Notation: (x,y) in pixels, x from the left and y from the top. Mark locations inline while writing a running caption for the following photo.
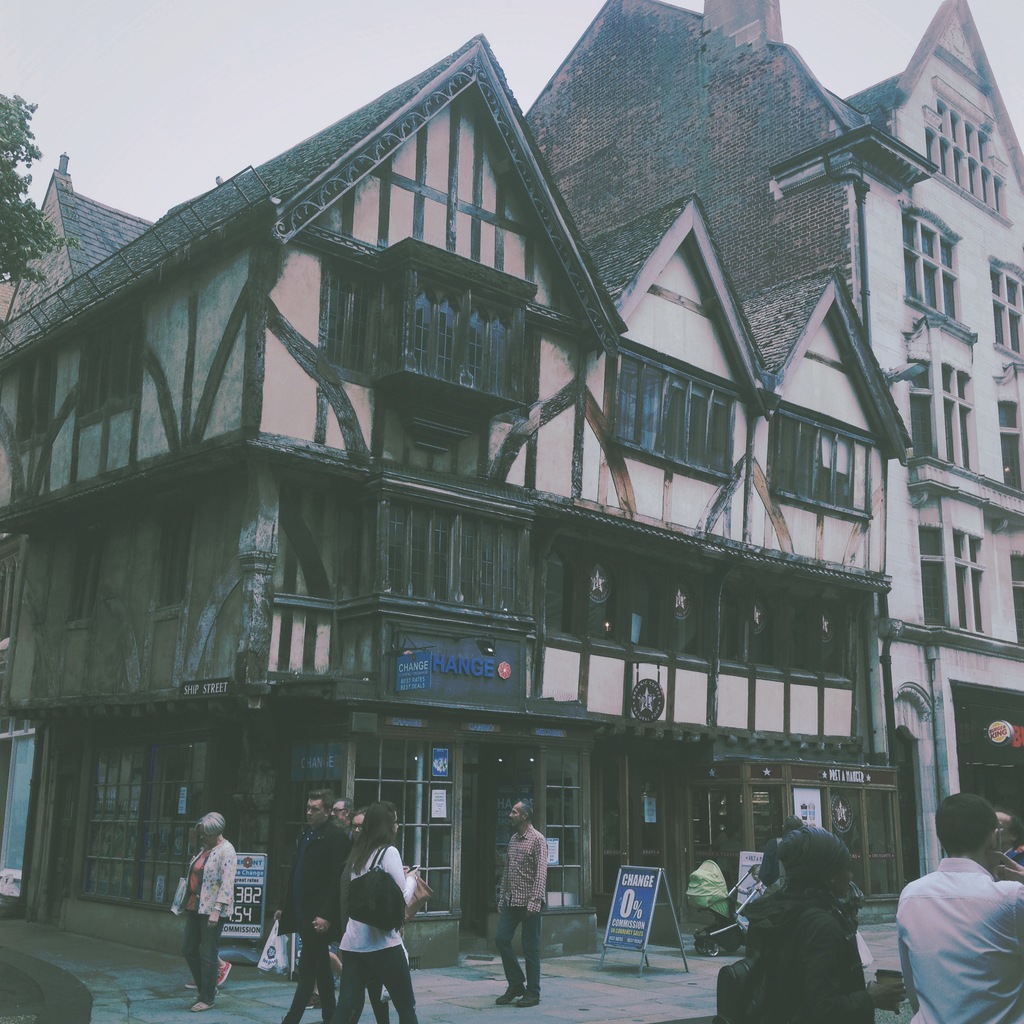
As we can see in the image there are few people (355,924) here and there, banner (623,945), buildings (537,643), tree (29,256) and on the top (164,73) there is sky (147,35).
